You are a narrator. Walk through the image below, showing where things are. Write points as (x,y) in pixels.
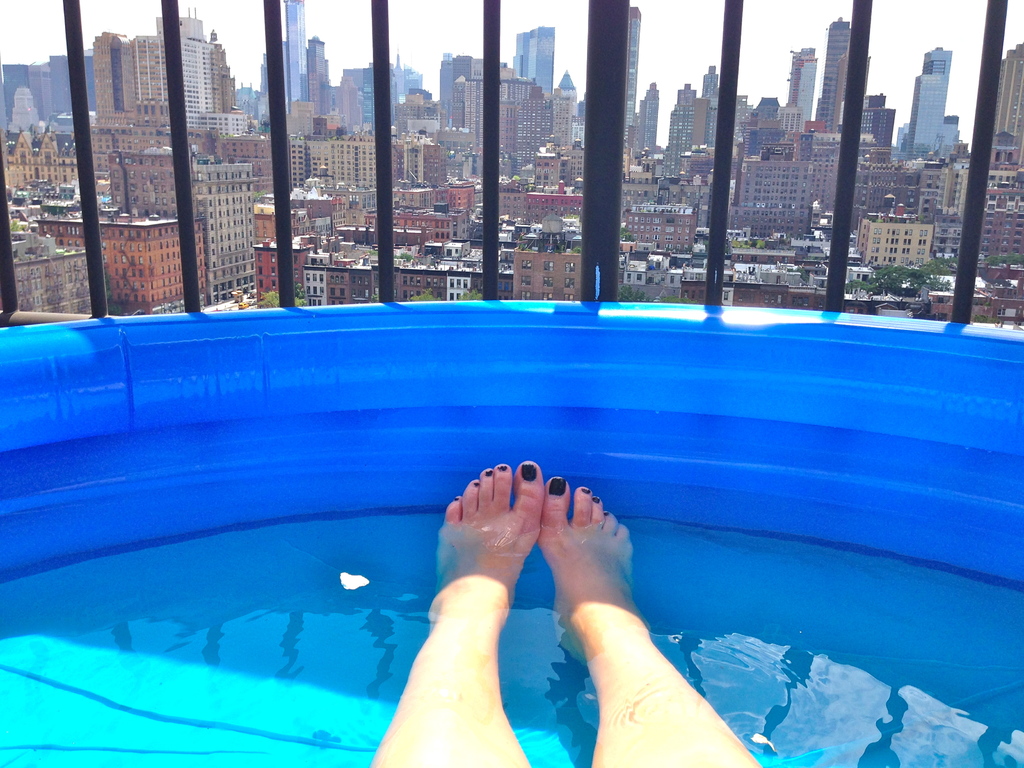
In this image we can see person's legs (486,521) in the water (365,523), buildings (332,103), iron grills (600,151), trees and sky (883,29).
